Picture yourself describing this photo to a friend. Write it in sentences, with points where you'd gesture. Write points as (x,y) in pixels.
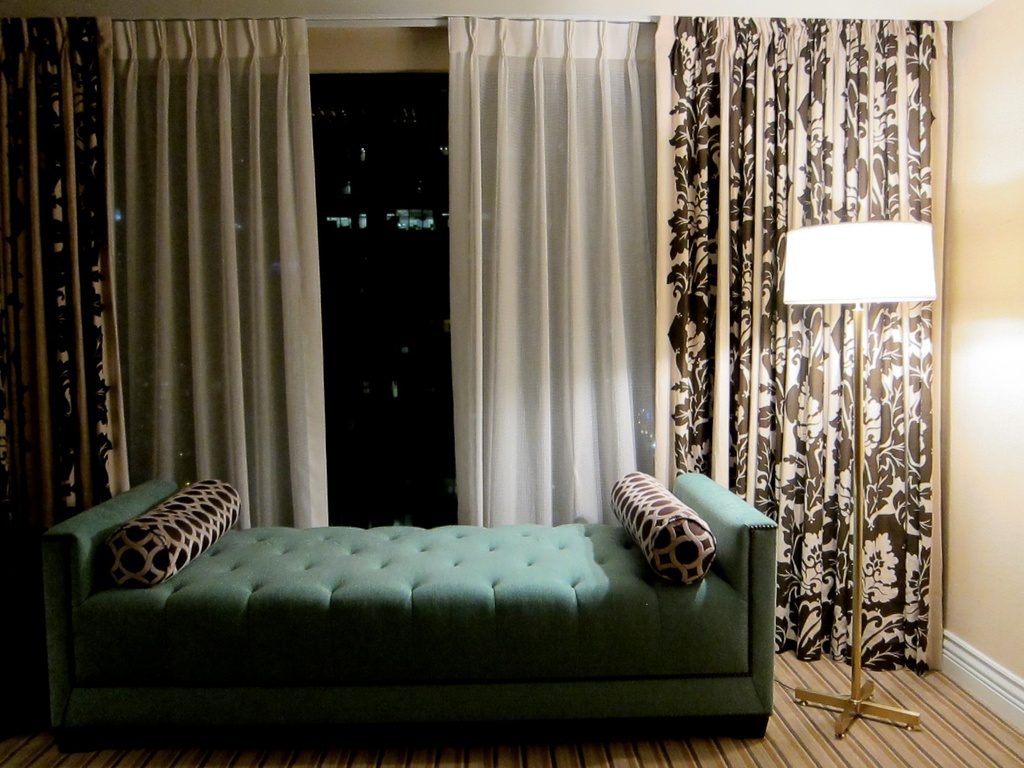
In this image there is a bed (622,637) and pillows (236,519) on it. At the background (298,336) there is a window (400,228) and curtains (243,177). To the right side (795,242) there is a lamp (795,242). At the bottom (397,746) there is a floor (254,753).
